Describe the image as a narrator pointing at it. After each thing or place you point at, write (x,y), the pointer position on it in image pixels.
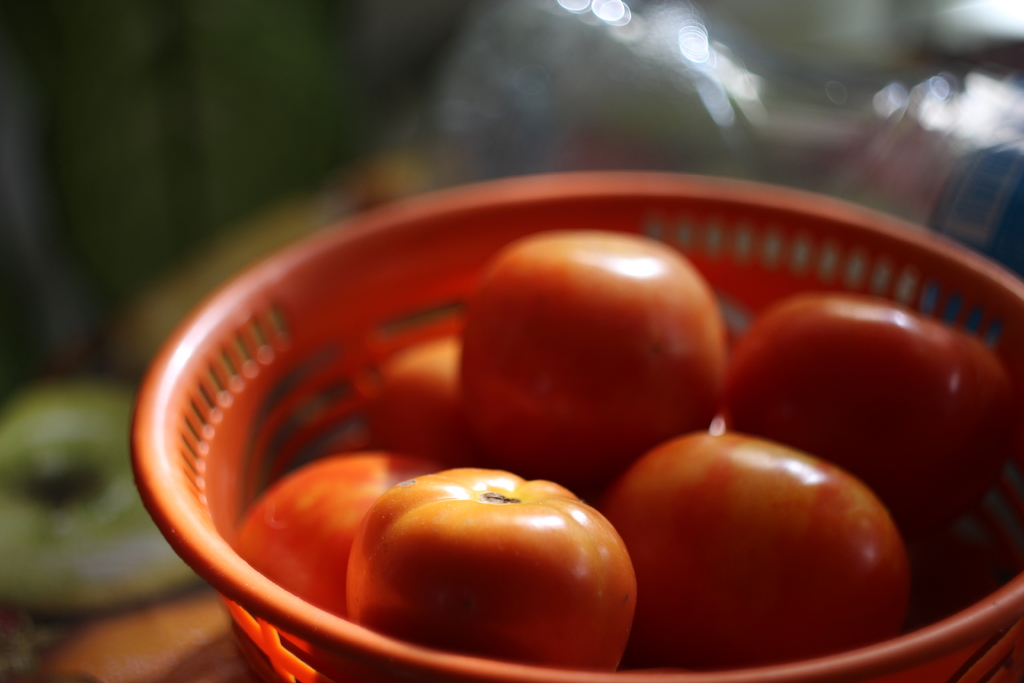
In this image I can see few red colour tomatoes (517,552) in a red colour plastic basket (268,385). I can see this image is little bit blurry from background (27,322).
